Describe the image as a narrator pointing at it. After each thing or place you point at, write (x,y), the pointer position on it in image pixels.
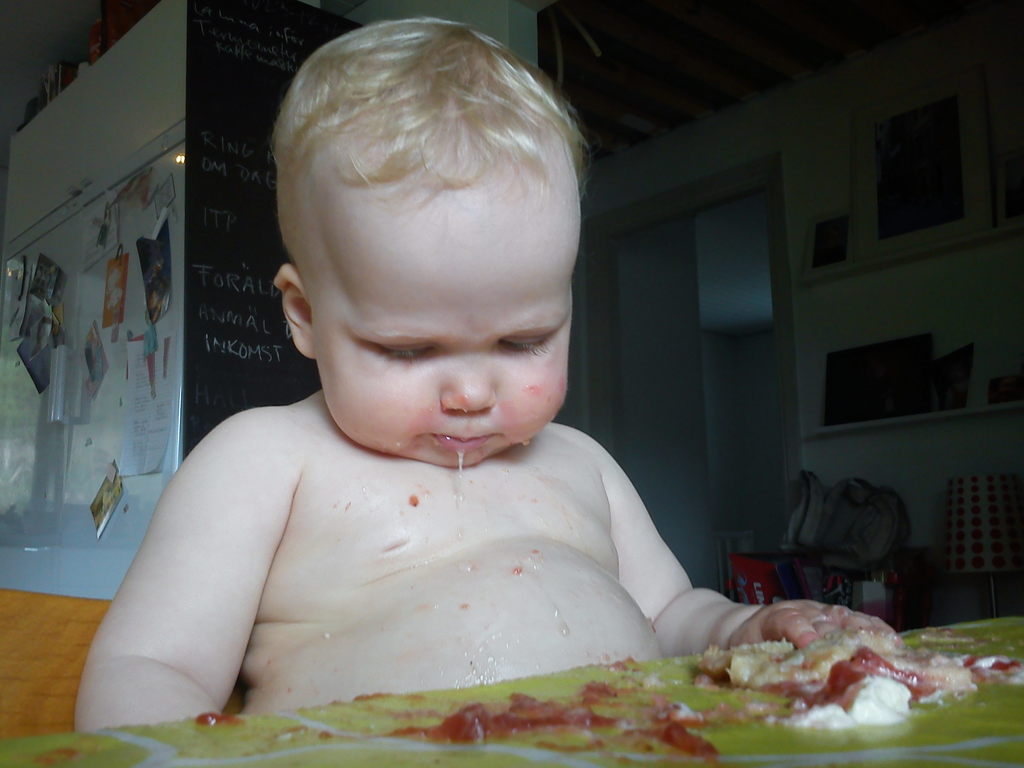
In this image we can see a baby (471,424). In front of him there is a platform (542,698) with food items (528,727). On the right side (963,392) there are racks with photo frames (903,390) and some other items (876,523). In the back (216,317) there is a wall (197,297) with something written. Also there is a wall (81,308) with something pasted on that.
